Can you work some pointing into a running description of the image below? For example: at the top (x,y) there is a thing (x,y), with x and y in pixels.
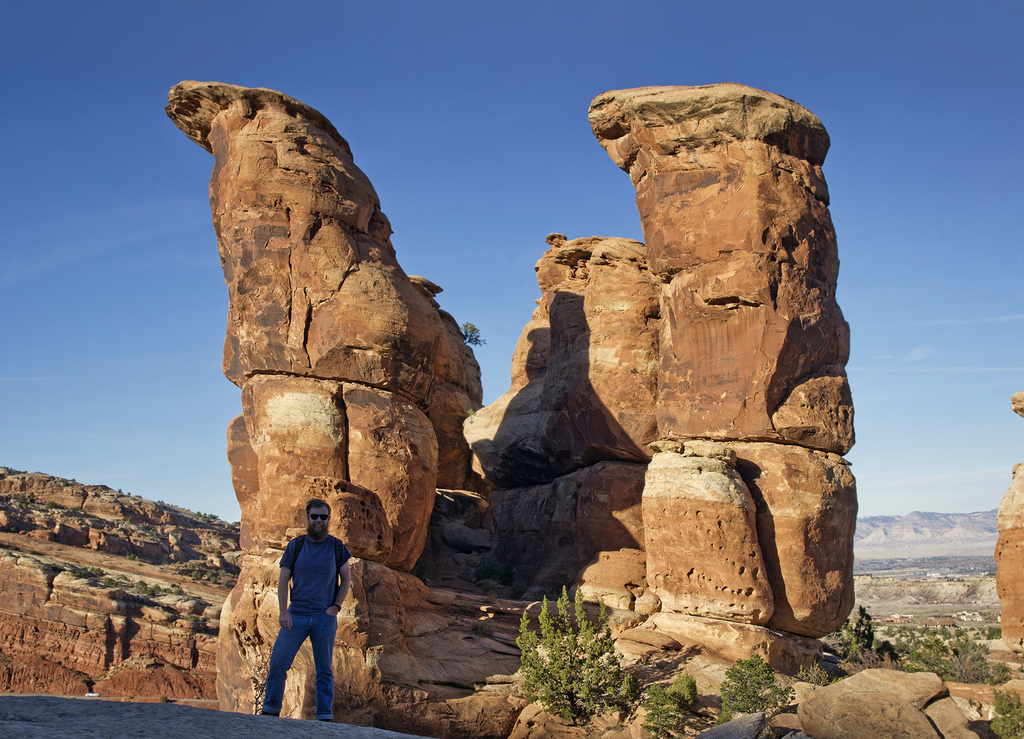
Here a man (302,547) is standing, he wore t-shirt (311,607), trouser (305,632), spectacles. Behind him there are big rocks (632,511), on the right side (684,711) there are trees (596,672). At the top (476,115) it's a sky (469,138).
